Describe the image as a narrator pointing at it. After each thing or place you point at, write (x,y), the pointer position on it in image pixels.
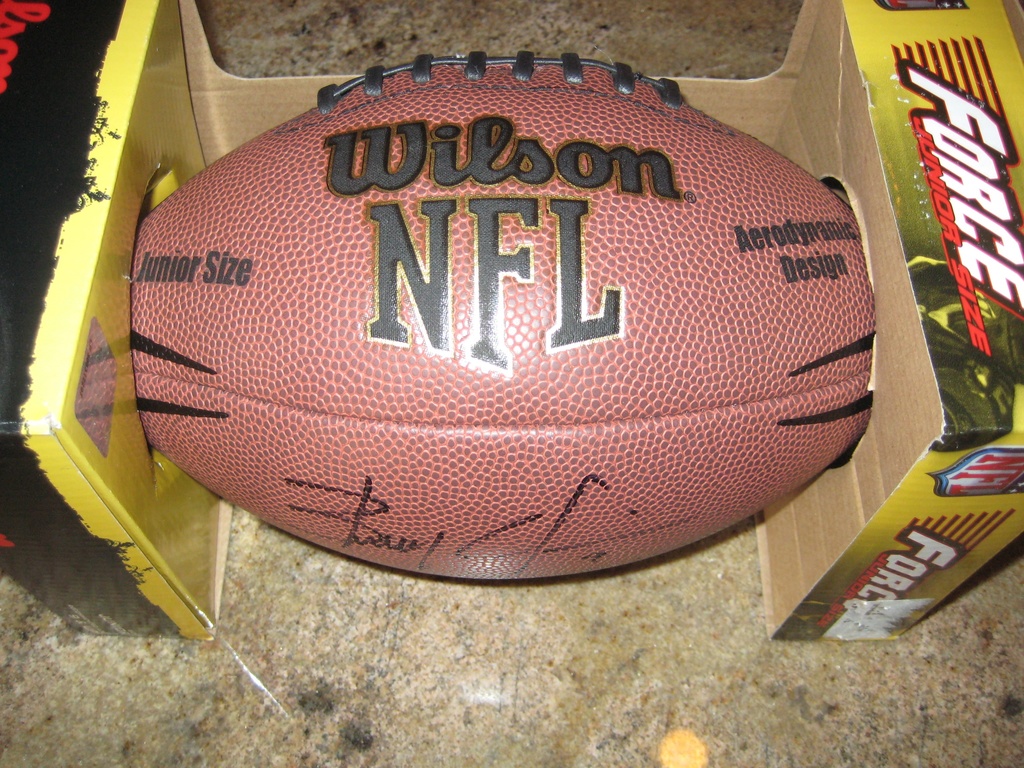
In this image I can see a red color ball (531,462) and something is written with black color. On the both-side I can see cardboard boxes (894,173).
